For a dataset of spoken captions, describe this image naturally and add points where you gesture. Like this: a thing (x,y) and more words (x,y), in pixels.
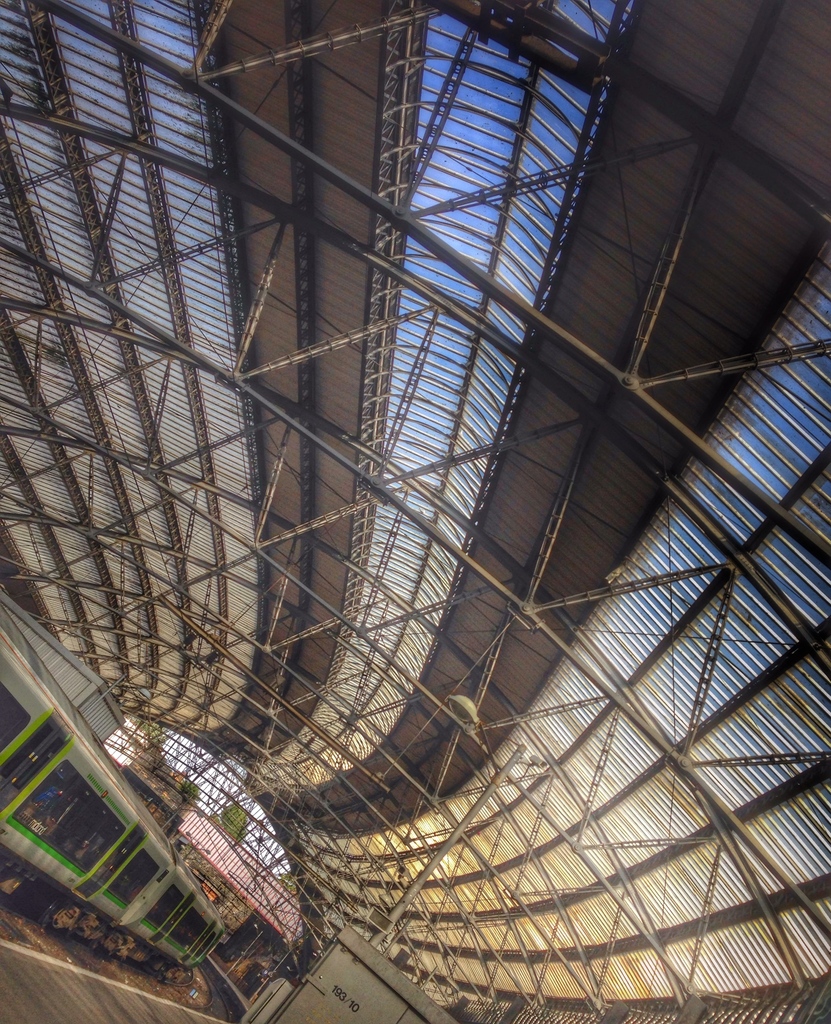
In this image there is a train (91,891) on the railway track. At the top (584,313) there is the roof (378,337) which is covered with the asbestos sheets (423,509) and iron rods (364,658).
